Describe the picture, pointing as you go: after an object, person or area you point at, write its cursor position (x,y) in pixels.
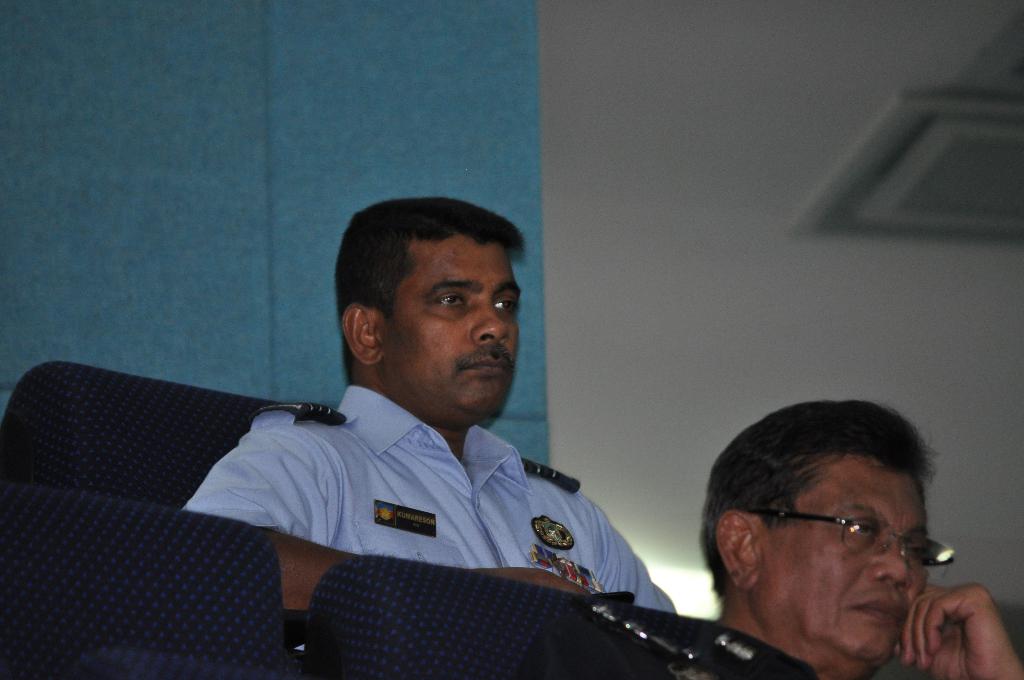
At the bottom of the picture (541,624), we see two empty chairs (520,643) and beside that, we see a man (922,630) is sitting on the chair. Behind him, we see a man (459,468) in the uniform (372,483) is sitting on the chair (228,439). In the background (613,94), we see a wall (591,142) in white and blue color. In the right top (880,208), we see an object (996,155) in white color.
